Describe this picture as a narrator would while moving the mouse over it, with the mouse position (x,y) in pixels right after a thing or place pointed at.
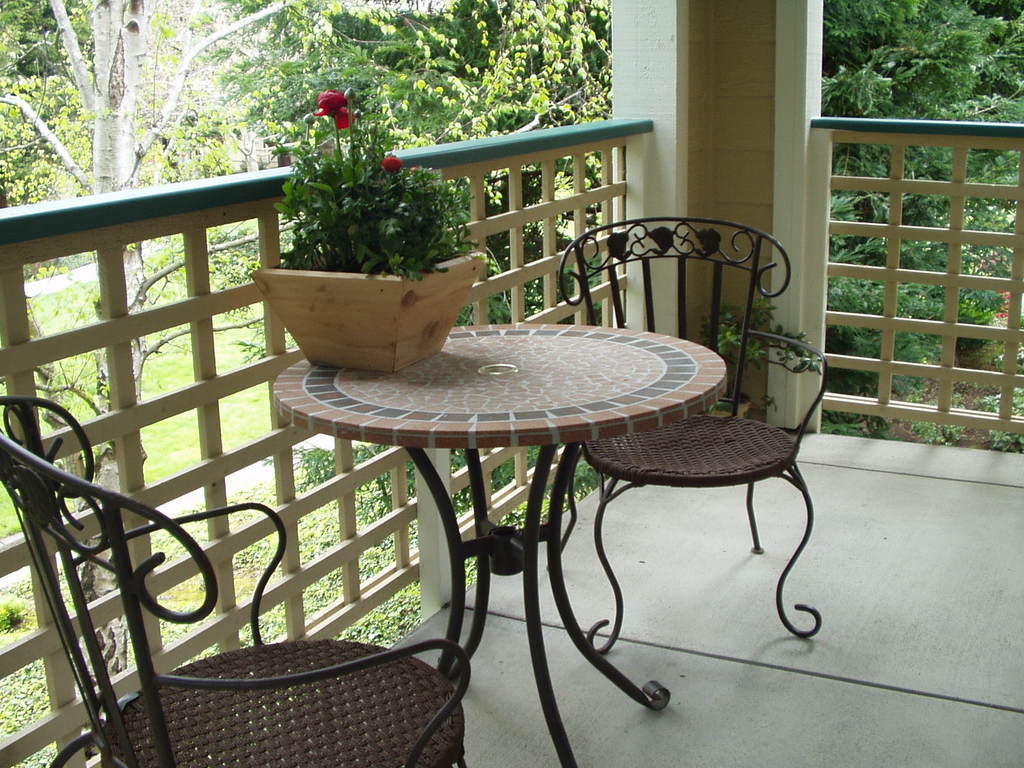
A flower pot (371,301) is placed on a table (491,404) with two chairs (204,611) in a balcony (804,669). There are some trees (540,173) around.
